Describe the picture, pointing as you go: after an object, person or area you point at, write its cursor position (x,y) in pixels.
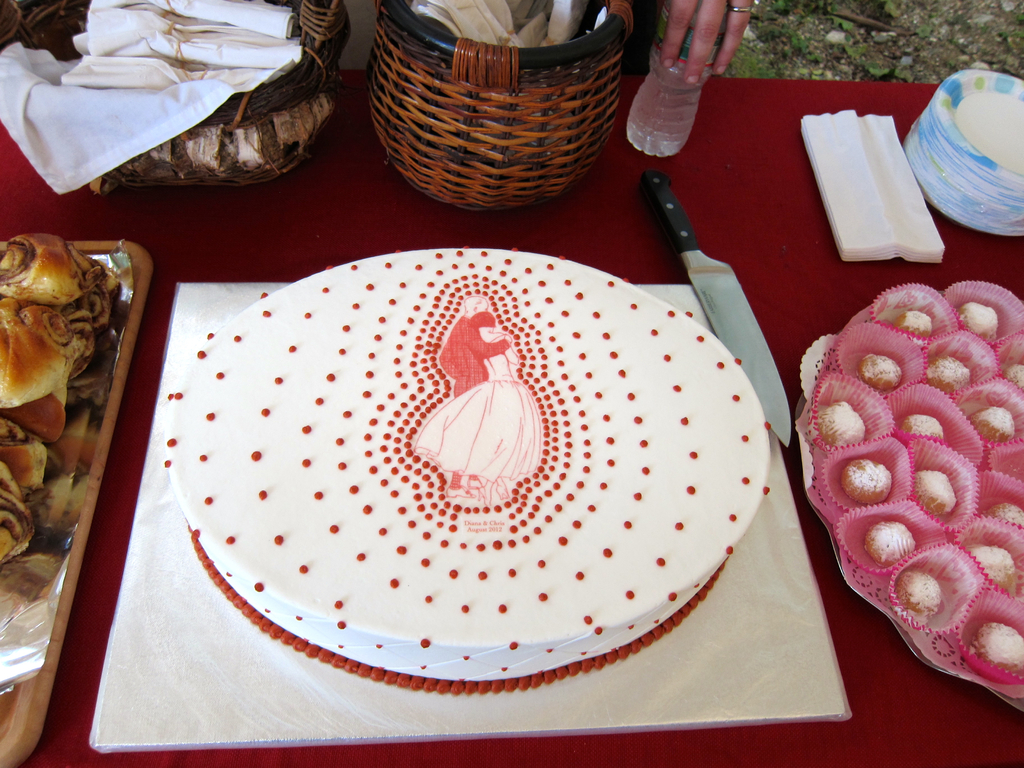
In this picture we can see sweets (12,362), cakes (281,514), knife (739,311), bottle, few baskets (569,166) are placed on the table (774,300) and we can see person hand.
